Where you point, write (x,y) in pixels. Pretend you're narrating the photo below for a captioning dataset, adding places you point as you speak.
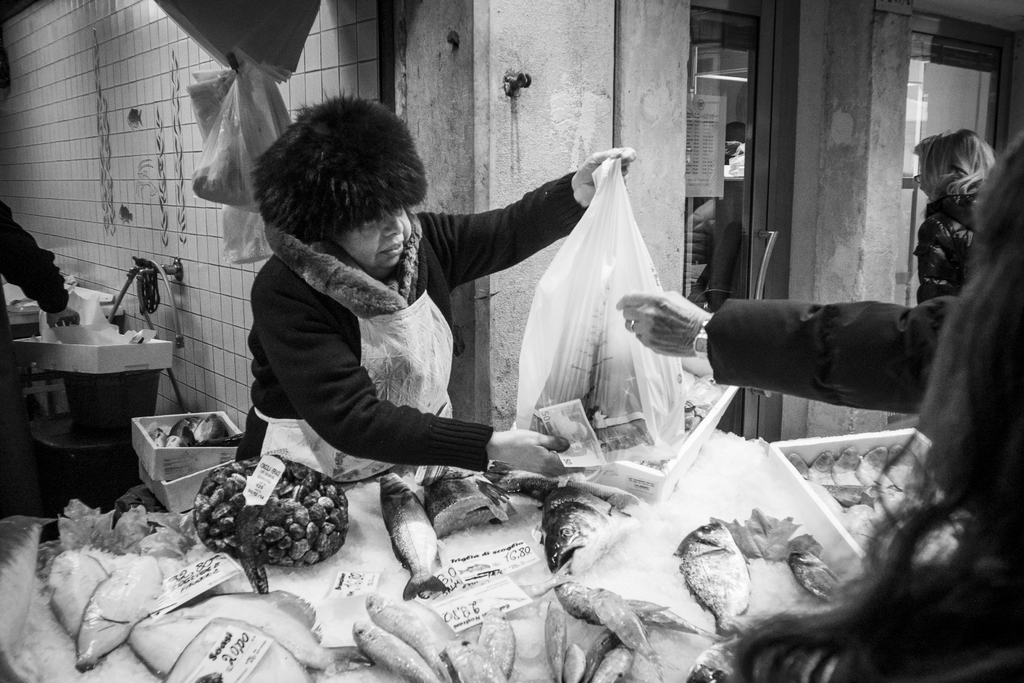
In this picture I can see there is a woman (424,306) standing and she is holding money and a carry bag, there is a table (399,600) in front of her, with ice (67,647) and fishes (543,531). There is a person (646,338) standing at the right side (827,321). There is a wall (200,372) and a few other boxes (192,414) in the backdrop (116,361), there is a woman (948,268) walking at the right side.
